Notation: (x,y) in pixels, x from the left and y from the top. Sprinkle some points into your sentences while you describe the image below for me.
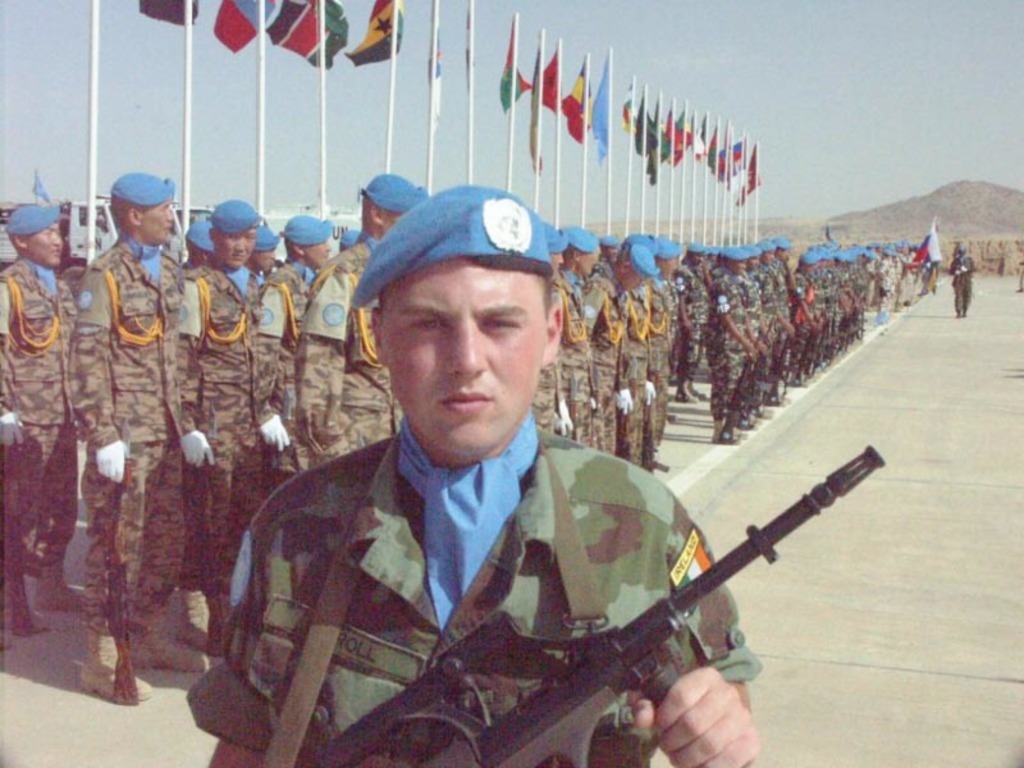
Here a man (550,599) is standing by holding a weapon (619,674) in his hand (694,684). He wore a blue color cap (413,260) behind him a group of people (41,342) are standing. At the top (813,58) it's a sunny sky (884,67).
